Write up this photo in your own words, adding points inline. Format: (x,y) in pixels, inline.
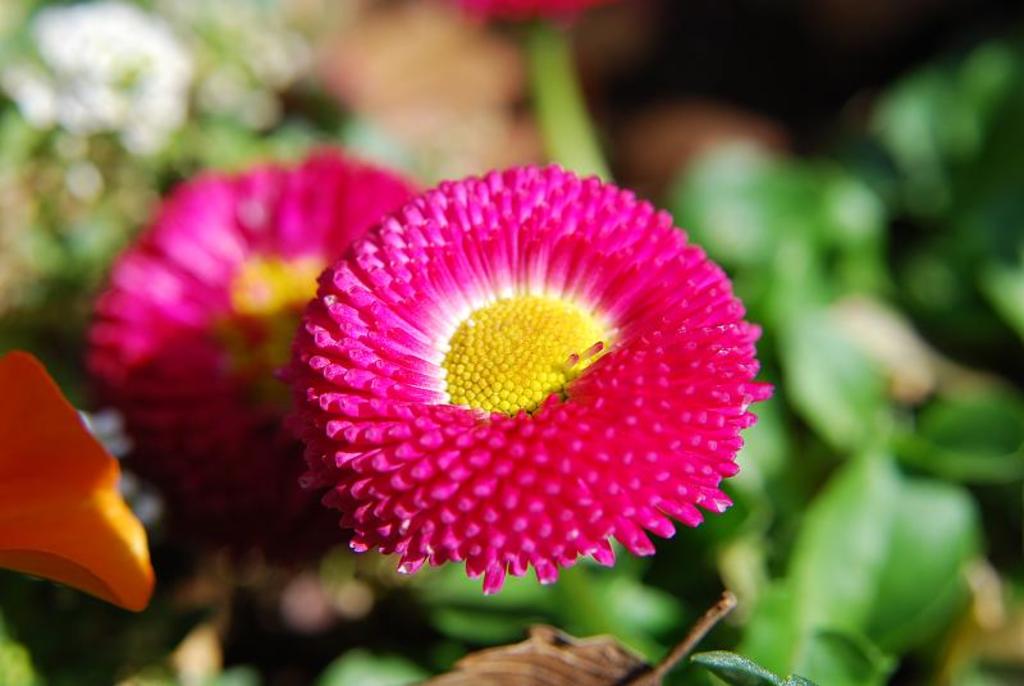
In this image there are flowers (307,370). Behind it there are leaves (806,225). The background (830,446) is blurry.
